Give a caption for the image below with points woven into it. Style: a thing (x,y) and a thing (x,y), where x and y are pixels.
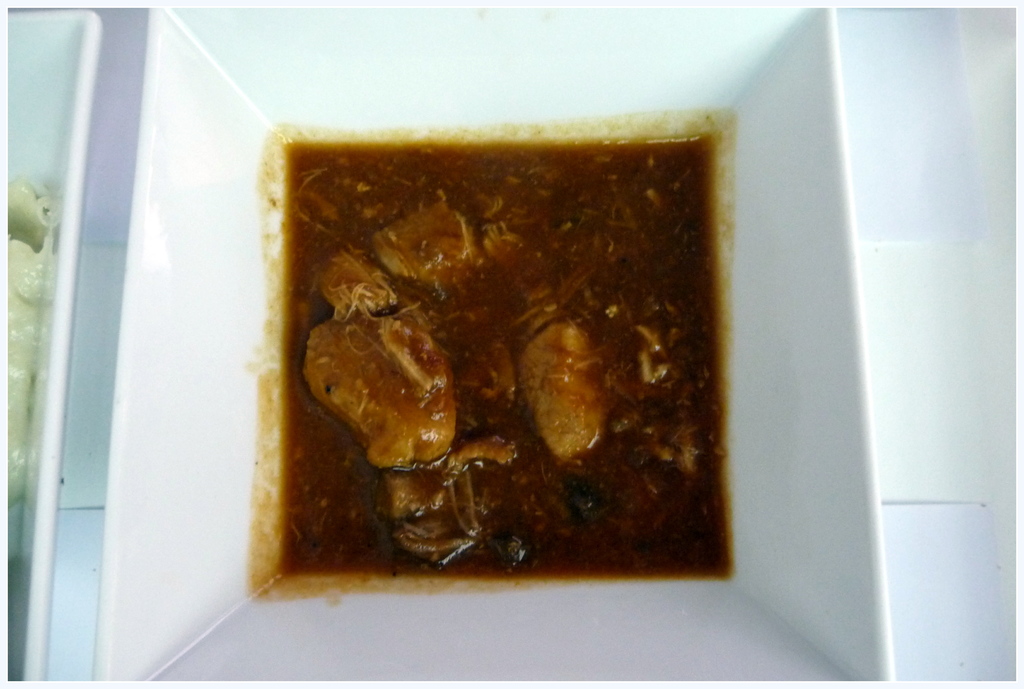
It looks like a chicken curry (483,369) in a white color bowl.
